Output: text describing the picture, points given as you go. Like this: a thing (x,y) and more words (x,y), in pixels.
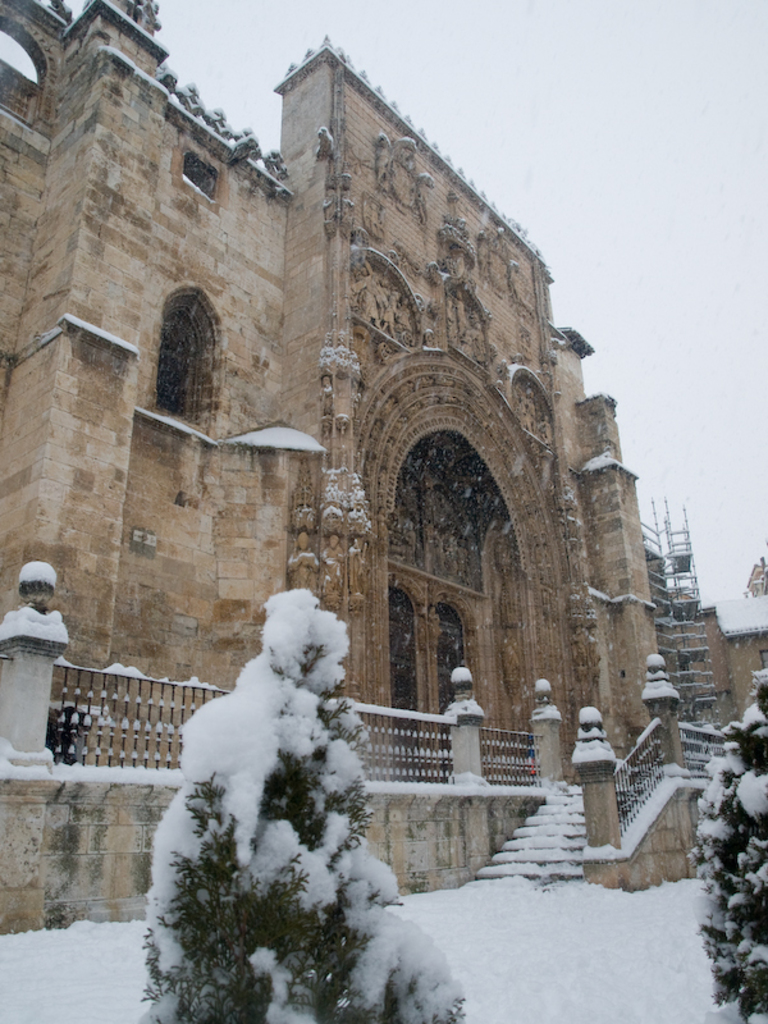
In the image there is an architecture (259,455) and in front of the architecture (144,650) there is a lot of snow (651,900) and the trees (725,868) are also covered with ice (388,884).
